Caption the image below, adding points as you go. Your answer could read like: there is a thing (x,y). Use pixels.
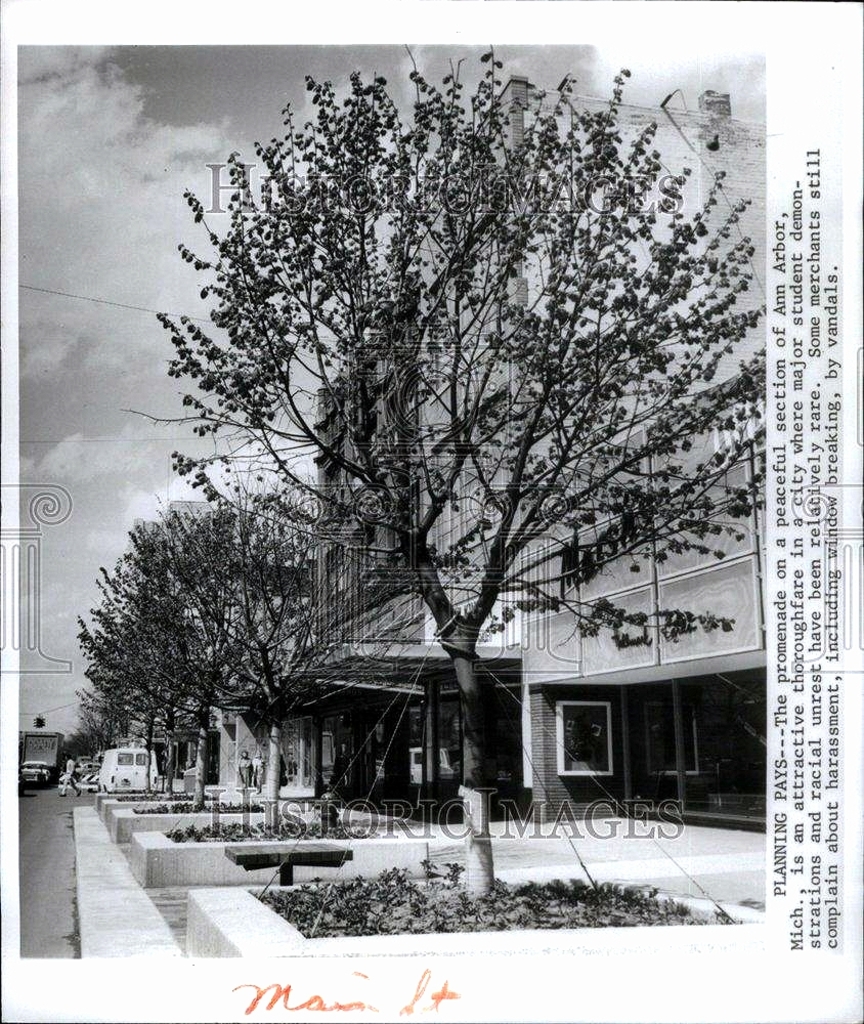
This picture might be taken from outside of the city. In this image, on the right side (762,698), we can see a building (746,348), trees (637,345) and some text (815,445) on the image. In the background (228,684), we can see a vehicle (133,777), trees (230,611), buildings (381,626) and a man (71,777) walking on the road (50,804). At the top (116,107), we can see a sky (146,277) which is cloudy, at the bottom (71,853), we can see a road (65,841).
